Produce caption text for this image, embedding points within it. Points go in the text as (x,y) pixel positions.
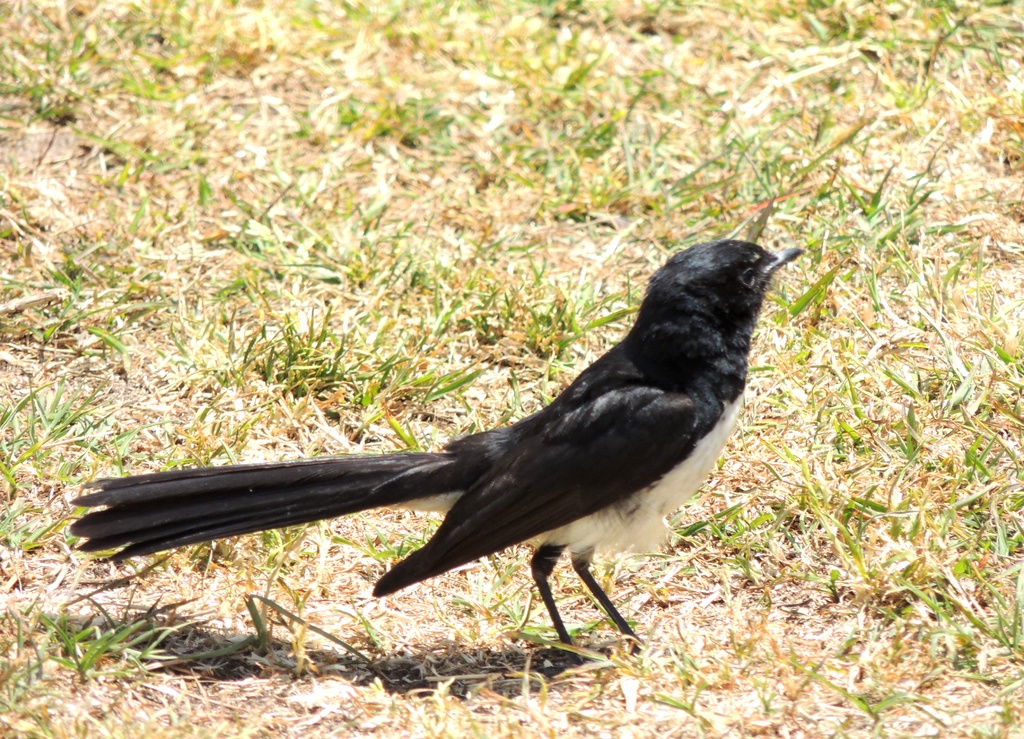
In the image there is a black color bird (566,468) standing on the grassland (603,243).
